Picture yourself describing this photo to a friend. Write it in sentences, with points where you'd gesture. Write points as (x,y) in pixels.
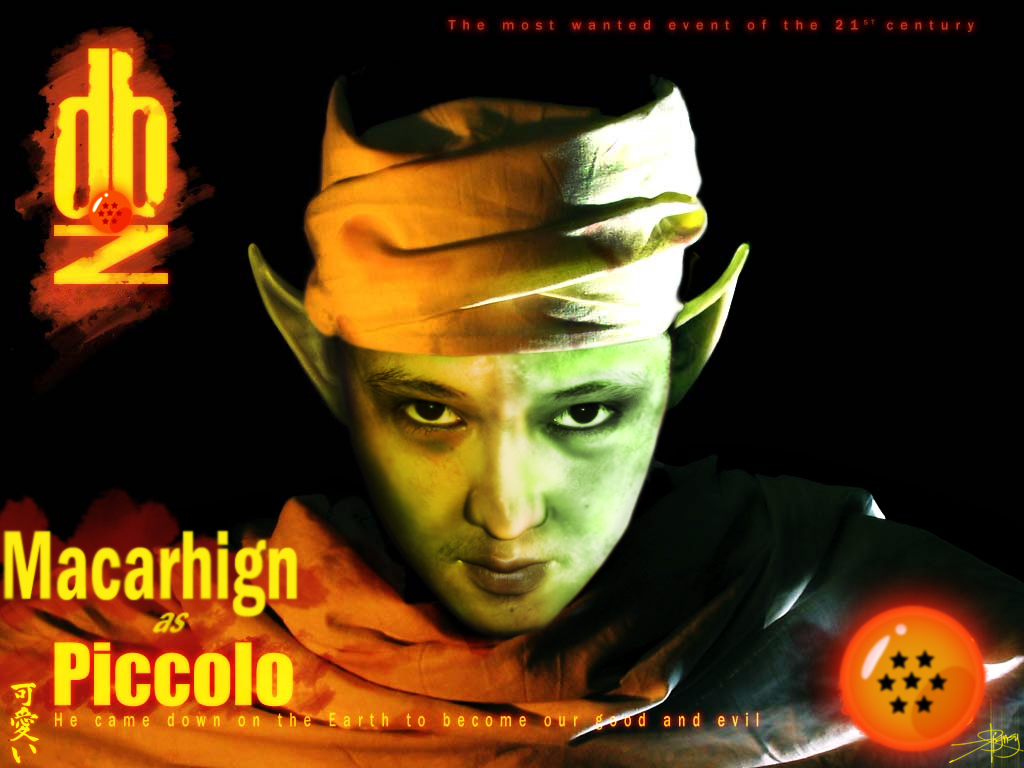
In the foreground of this poster, there is a man (296,634) and some text (59,198).
